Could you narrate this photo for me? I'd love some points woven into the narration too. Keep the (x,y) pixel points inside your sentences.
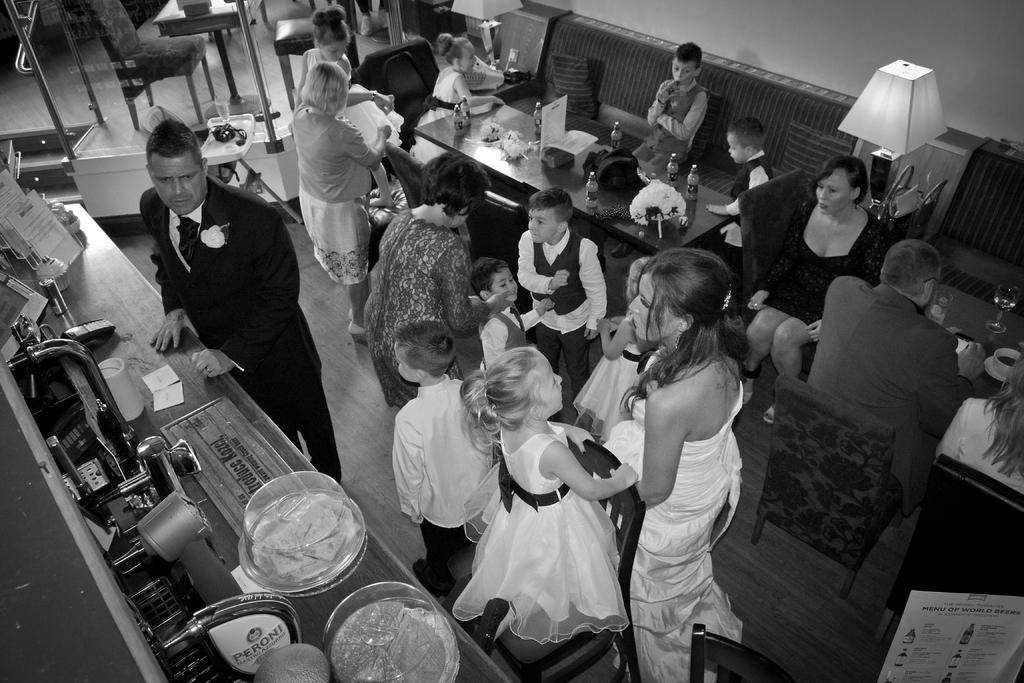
In this picture I can see there are few people (903,399) sitting and few people (528,271) are standing, there are men (881,418), women (442,271), kids (763,172) and there are tables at right side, there are machines (191,655) at left side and there is one food (300,551) placed in the plate (325,654).
